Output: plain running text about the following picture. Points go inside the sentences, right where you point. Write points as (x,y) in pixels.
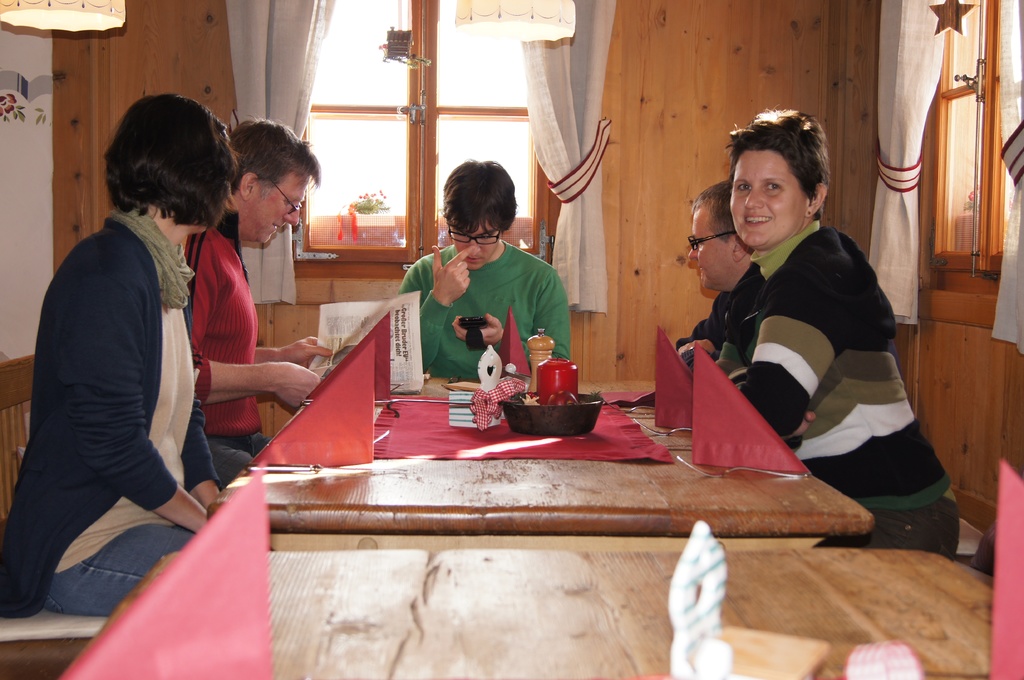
there are wooden table (515,466) on which there are forks (748,470), red napkins (665,409), bowl (566,427). people (828,431) are seated around the table (850,510) on the chairs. on the left (199,360) a person (199,360) is wearing a red t shirt (231,340) and reading a newspaper (403,328). the person (467,302) at the center (480,276) is wearing a green t shirt (479,298) and seeing the mobile phone (470,323). behind them there is a window (402,71) and white curtains (290,109).
